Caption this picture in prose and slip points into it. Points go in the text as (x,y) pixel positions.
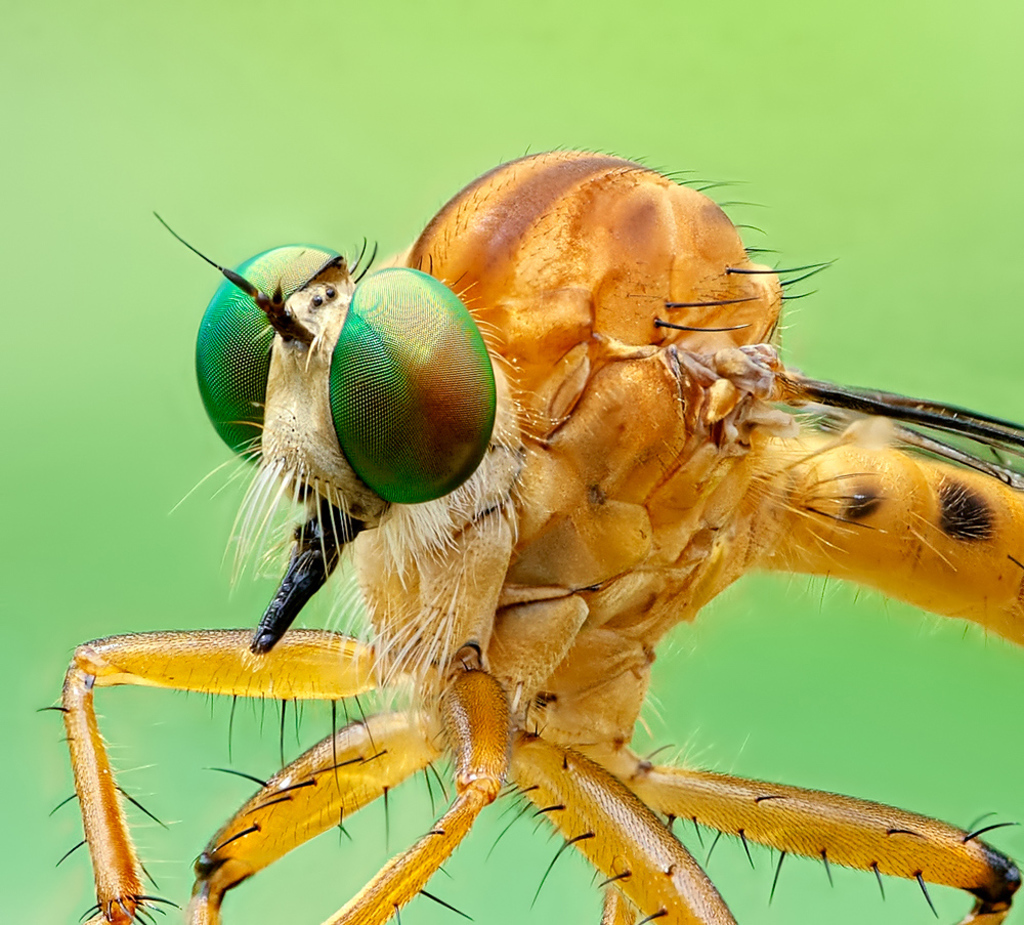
In this image we can see an insect (640,534) and a green background (888,656).
